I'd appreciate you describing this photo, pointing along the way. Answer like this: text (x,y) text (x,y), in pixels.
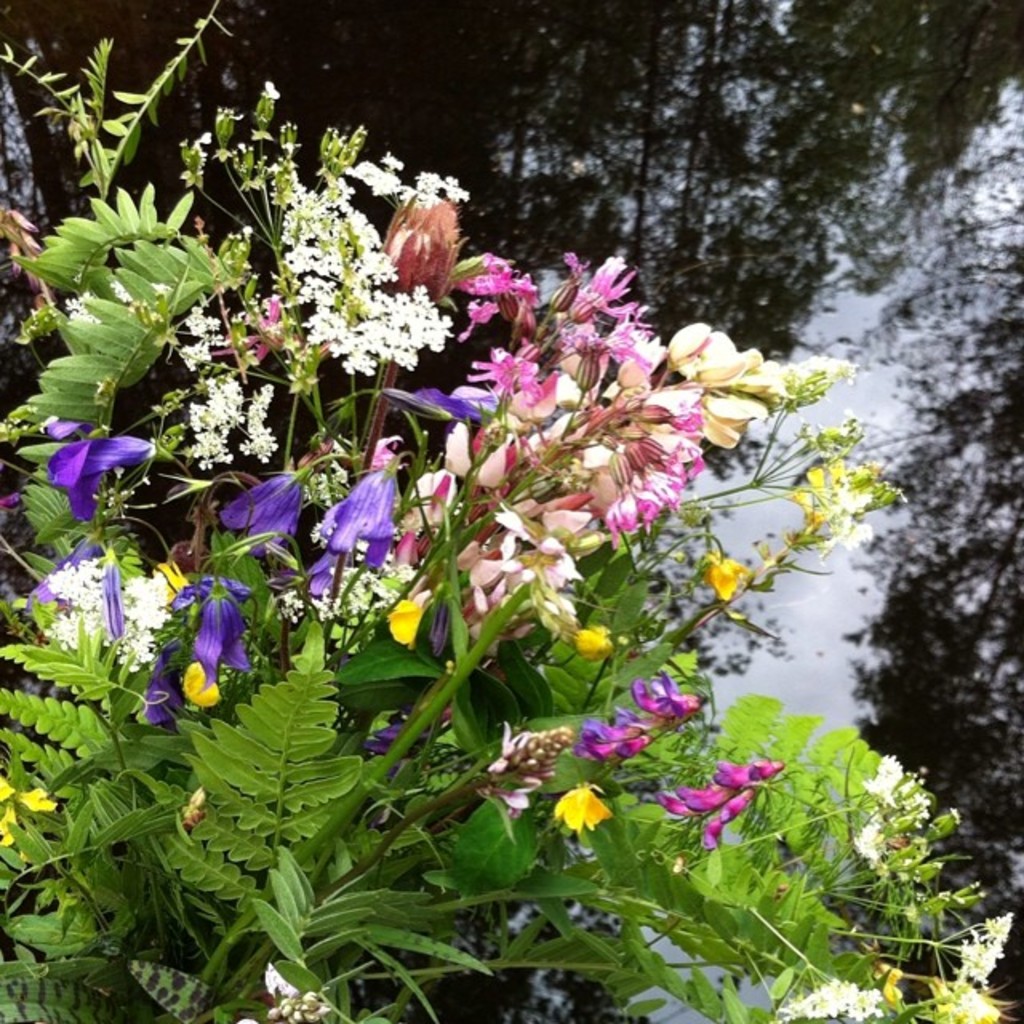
In this picture we can see some plants (502,882) and flowers (555,494) in the front (381,414), in the background (963,290) there is water (853,285), we can see reflection (795,202) of trees (689,115) on the water (808,195).
